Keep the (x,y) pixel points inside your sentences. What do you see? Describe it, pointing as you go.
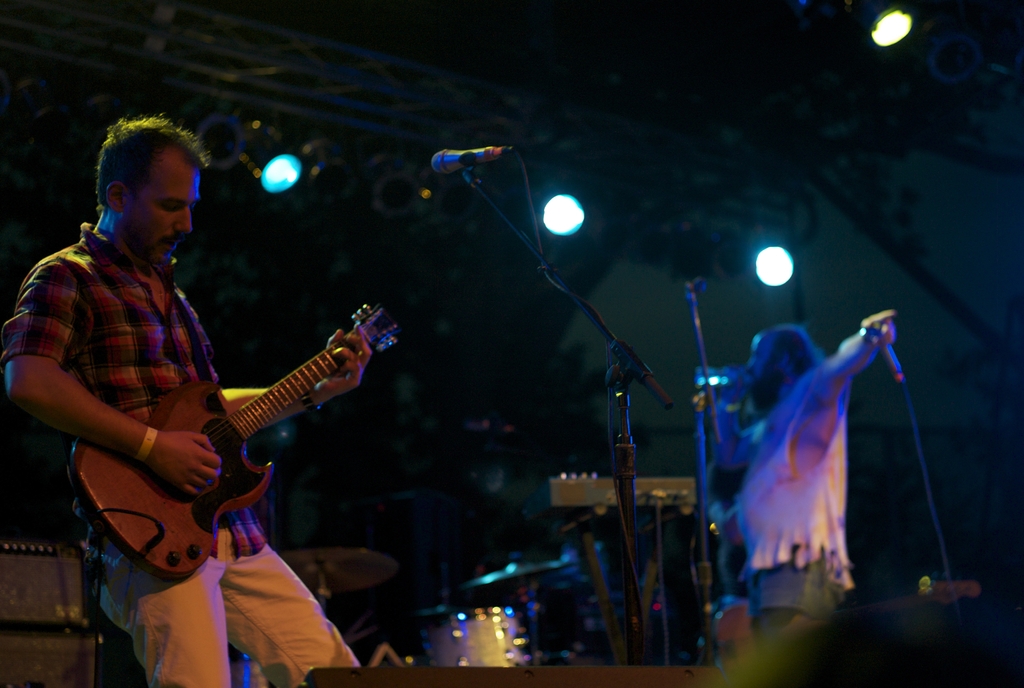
In this image there are two people (221,522), one playing a musical instruments (187,511). At the back side (559,220) we can see a lights (559,218).
